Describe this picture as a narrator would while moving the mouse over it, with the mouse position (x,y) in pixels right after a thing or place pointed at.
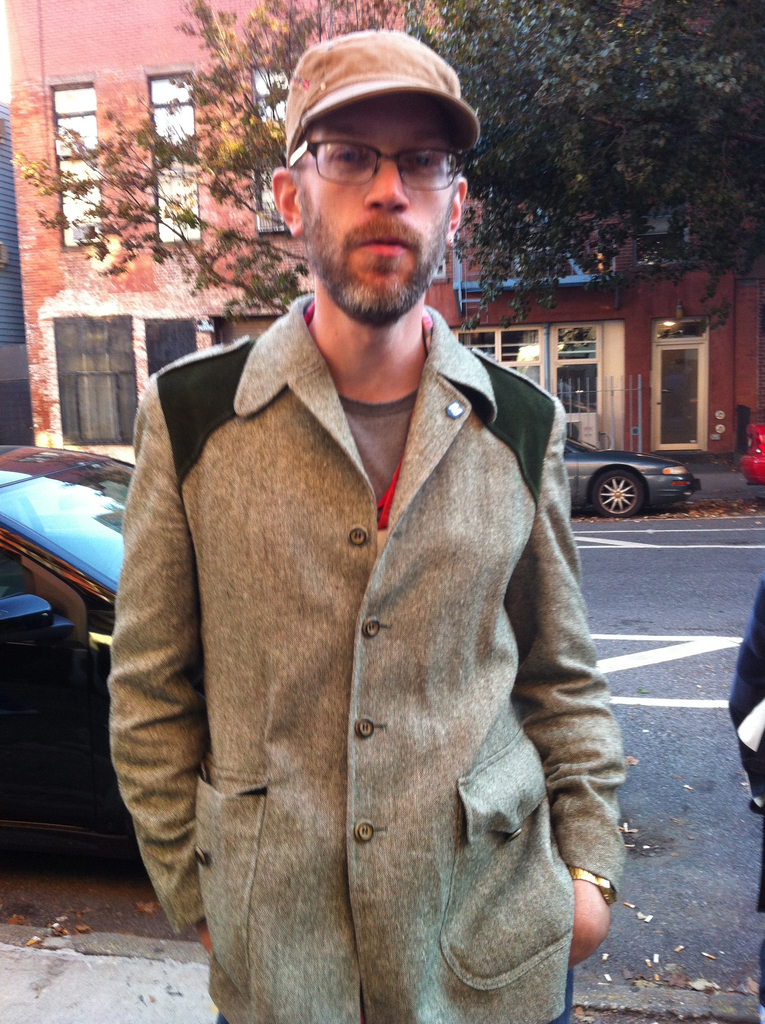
In the middle of this image (378,587), there is a person (373,221) in a gray color shirt (346,469), wearing a spectacle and a cap (339,62) and standing. In the background (5,461), there are vehicles (569,456) on the road (696,654), on which there are white color lines (655,699), there are trees (744,48) and a building (46,150) which is having glass windows (54,117).
